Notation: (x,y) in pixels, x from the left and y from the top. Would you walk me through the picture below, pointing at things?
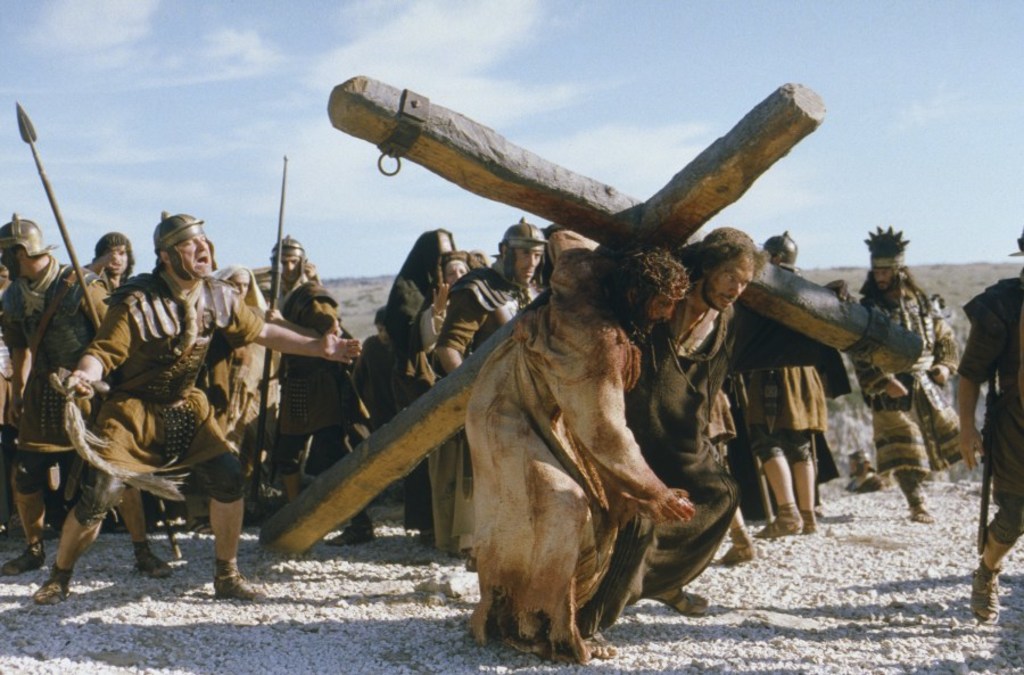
In this picture I can see group of people (518,358) are standing on the ground (395,532). Among them some are wearing helmets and holding some objects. I can also see a wooden cross (674,221). In the background (348,254) I can see sky (197,208).
